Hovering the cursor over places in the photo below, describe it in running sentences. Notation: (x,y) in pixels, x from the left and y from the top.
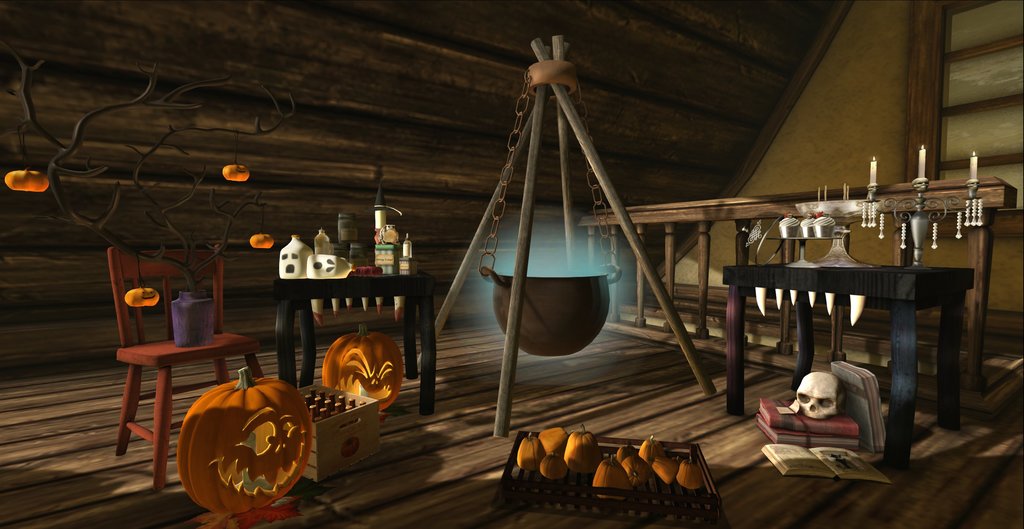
In the image we can see the animated picture of chair (216,319), table (287,286), books (839,456), candles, table (281,297), pot (563,302), chain (497,224), vegetables (556,465) and a wooden floor (397,488).
